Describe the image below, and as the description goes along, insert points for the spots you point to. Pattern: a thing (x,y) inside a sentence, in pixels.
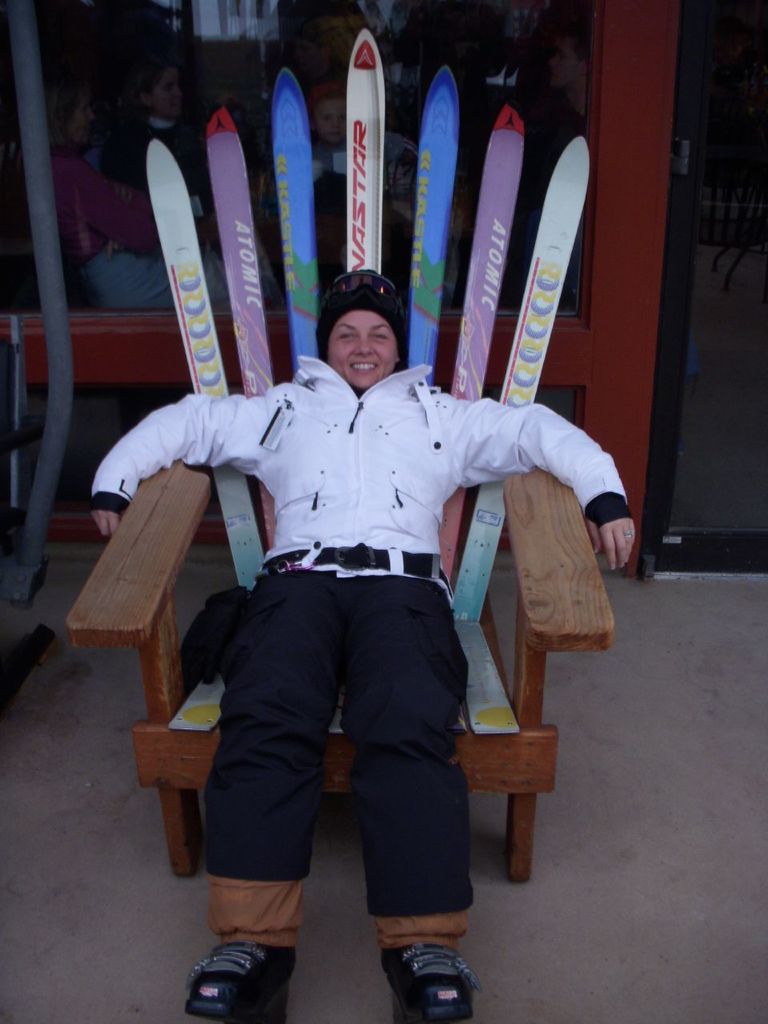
In this image we can see a woman (294,464) sitting on the chair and smiling. she is wearing a white jacket (304,466). In the background (99,149) through mirrors (64,149) we can see few people (176,93) sitting.
